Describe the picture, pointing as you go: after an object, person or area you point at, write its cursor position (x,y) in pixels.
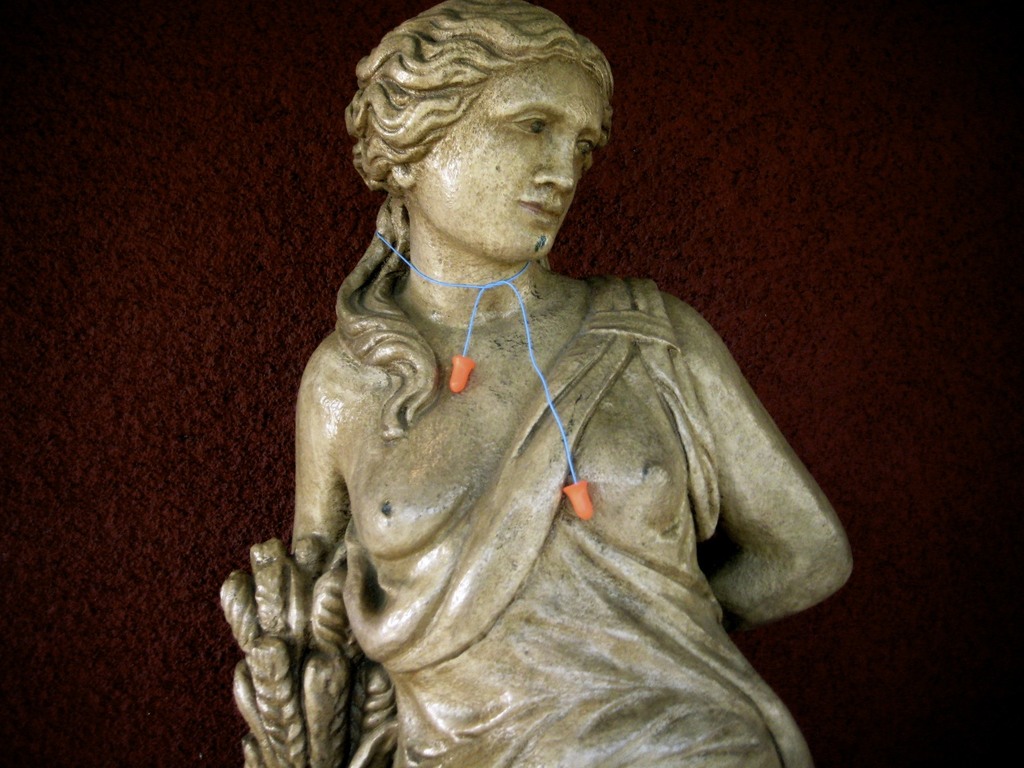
In the image there is a sculpture (364,460) of a woman (440,392).
